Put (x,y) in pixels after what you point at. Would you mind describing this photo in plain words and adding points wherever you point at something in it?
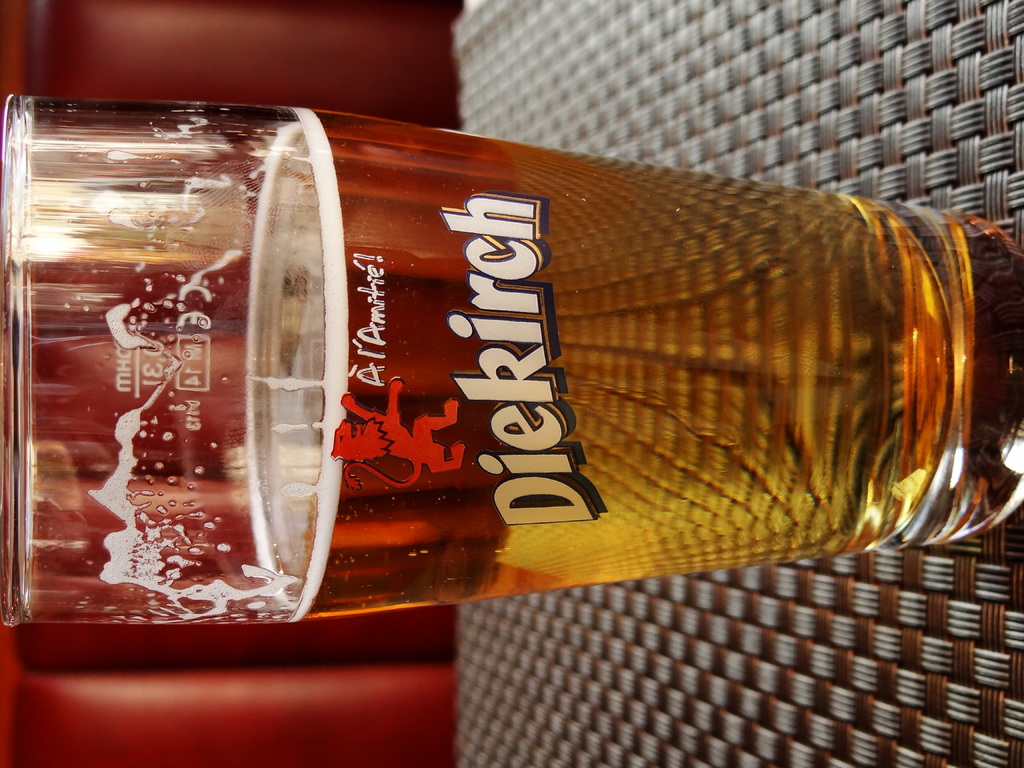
In this image, we can see a glass (170,502) with liquid (349,540) and foam (341,467). This glass (762,475) is placed on the surface (925,131). Background (242,748) we can see red color.
